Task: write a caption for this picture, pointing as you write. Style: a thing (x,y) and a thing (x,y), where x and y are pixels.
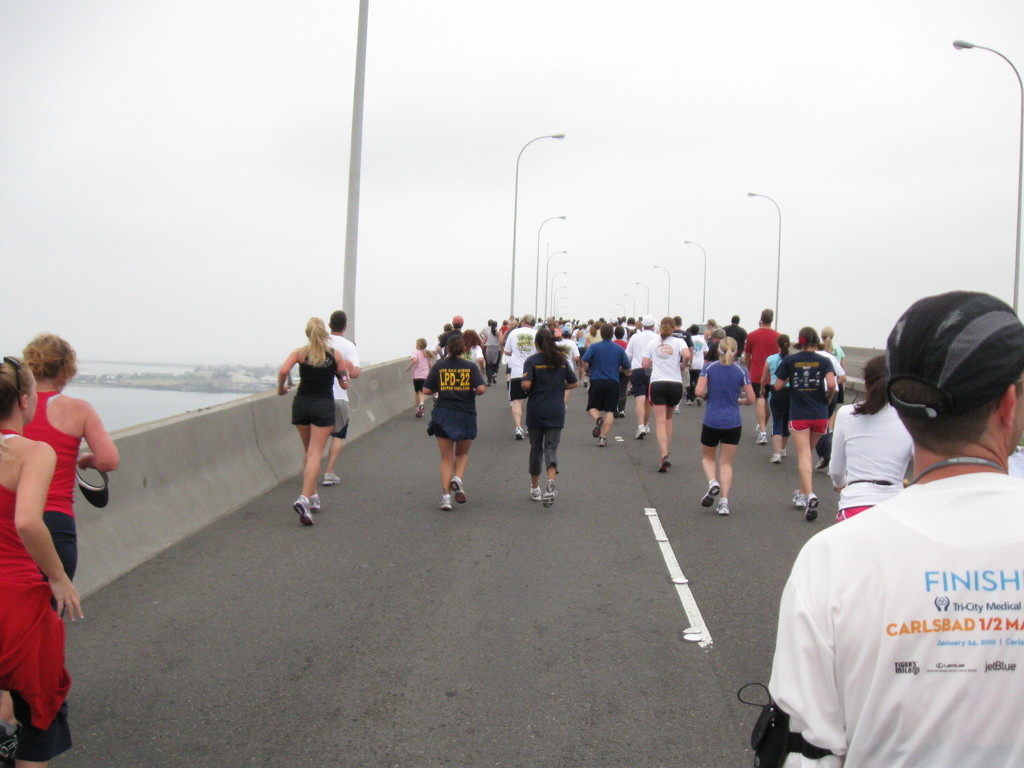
In this image there are group of people (317,452) running on the fly over (407,550), and there are poles (351,198), lights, trees (202,380), water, sky (993,262).
